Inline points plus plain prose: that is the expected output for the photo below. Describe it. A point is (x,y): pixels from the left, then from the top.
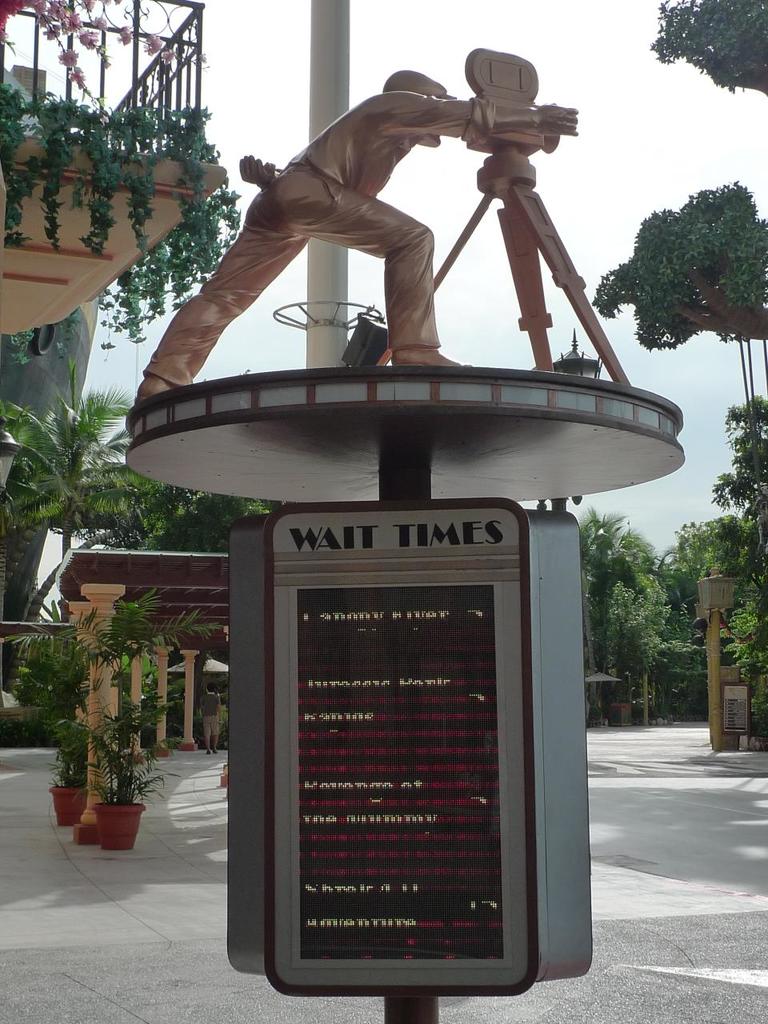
In the center of the image (454,399), we can see a statue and in the background (731,303), there are trees (721,492), buildings (79,339), pillars (113,716), flower pots (102,813) and we can see a person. At the bottom (651,874), there is road (643,874).
